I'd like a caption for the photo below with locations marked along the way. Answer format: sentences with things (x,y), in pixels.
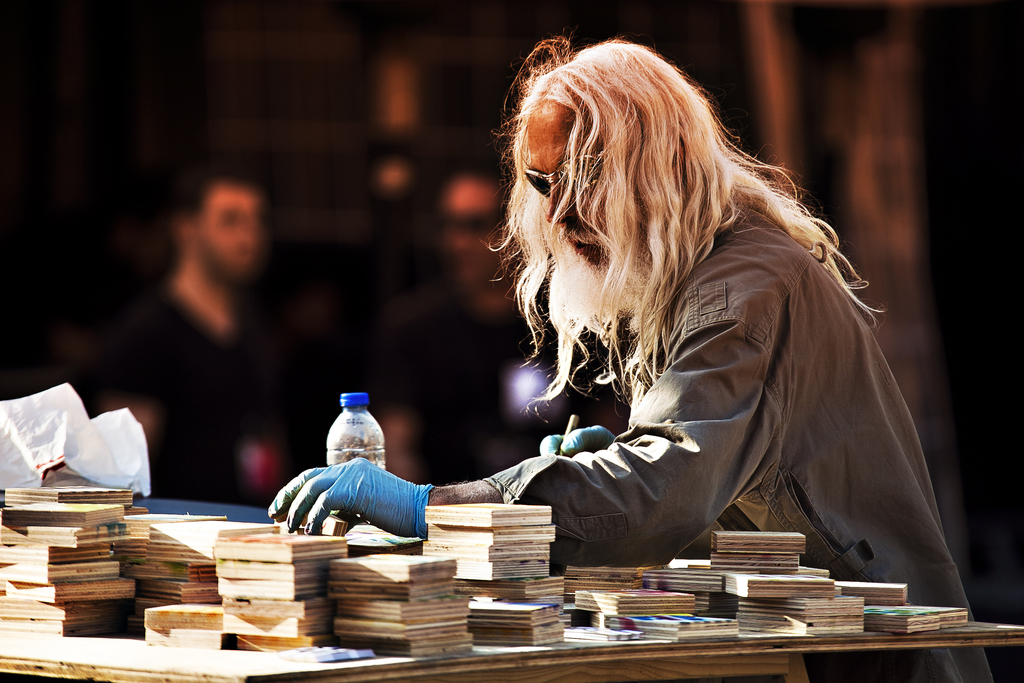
Man (751,174) in the middle of the picture (625,346) wearing grey shirt (694,327) is touching wooden pieces (338,528) with his hand (408,512). In front of him, we see a table (493,674) on which many wooden pieces (536,601) and water bottle (351,414) are placed. Behind him, we see two people (415,323).
